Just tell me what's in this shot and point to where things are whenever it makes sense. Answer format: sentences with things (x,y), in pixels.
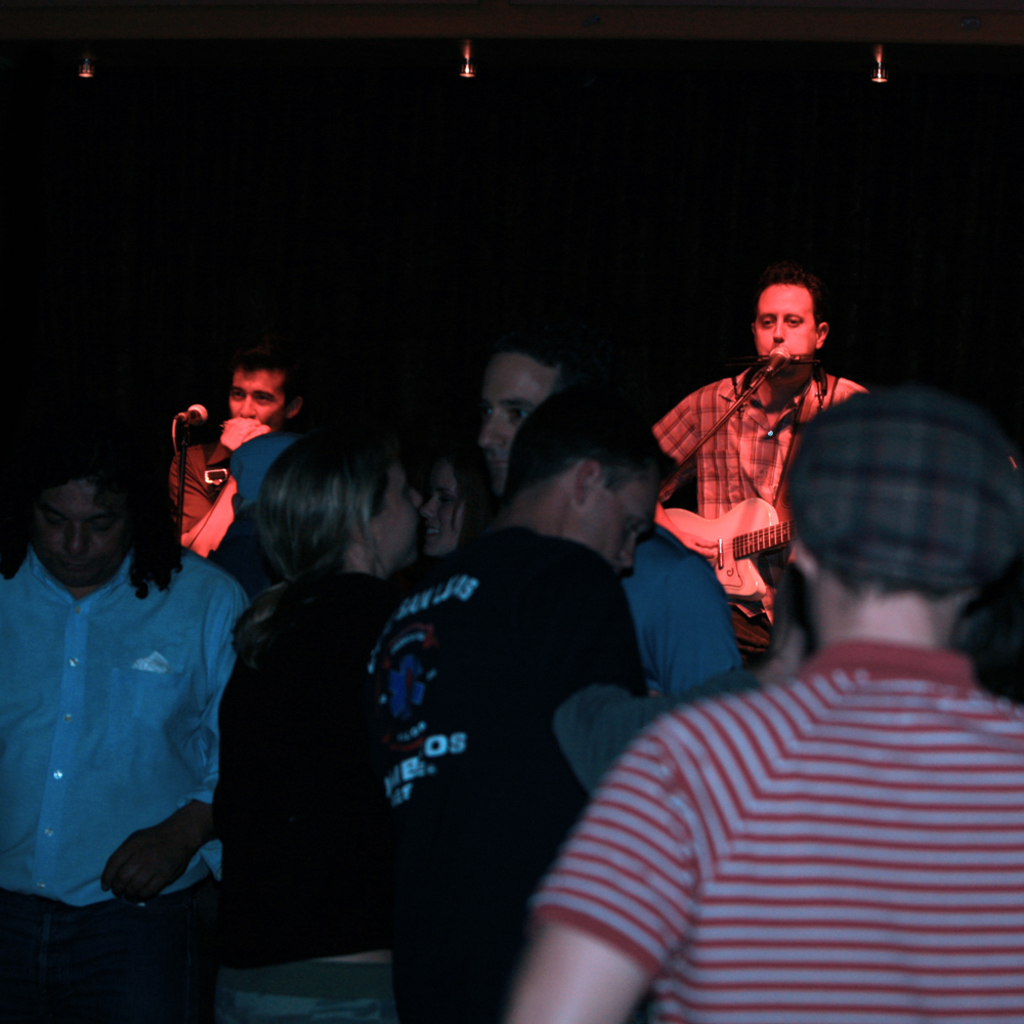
There are so much crowd (336,851) standing and listening to man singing on a microphone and playing guitar (731,541).
